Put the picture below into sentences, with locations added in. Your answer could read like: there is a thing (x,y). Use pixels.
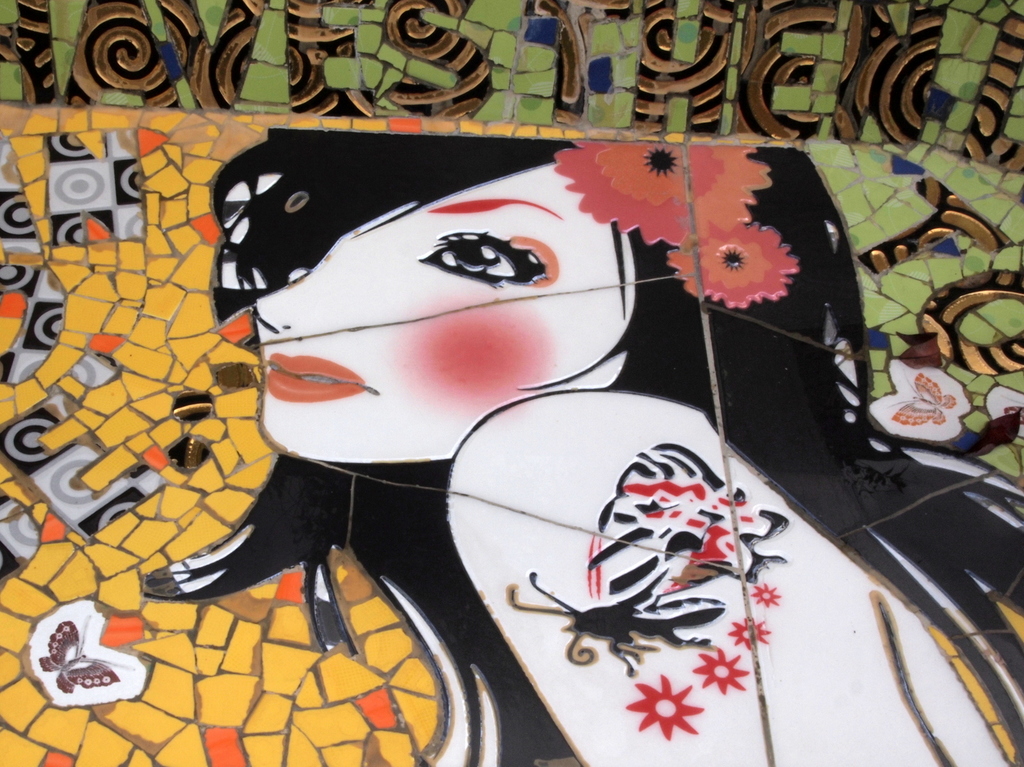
This is a painting. Here we can see picture of a woman (687,315) and butterflies (676,607).
